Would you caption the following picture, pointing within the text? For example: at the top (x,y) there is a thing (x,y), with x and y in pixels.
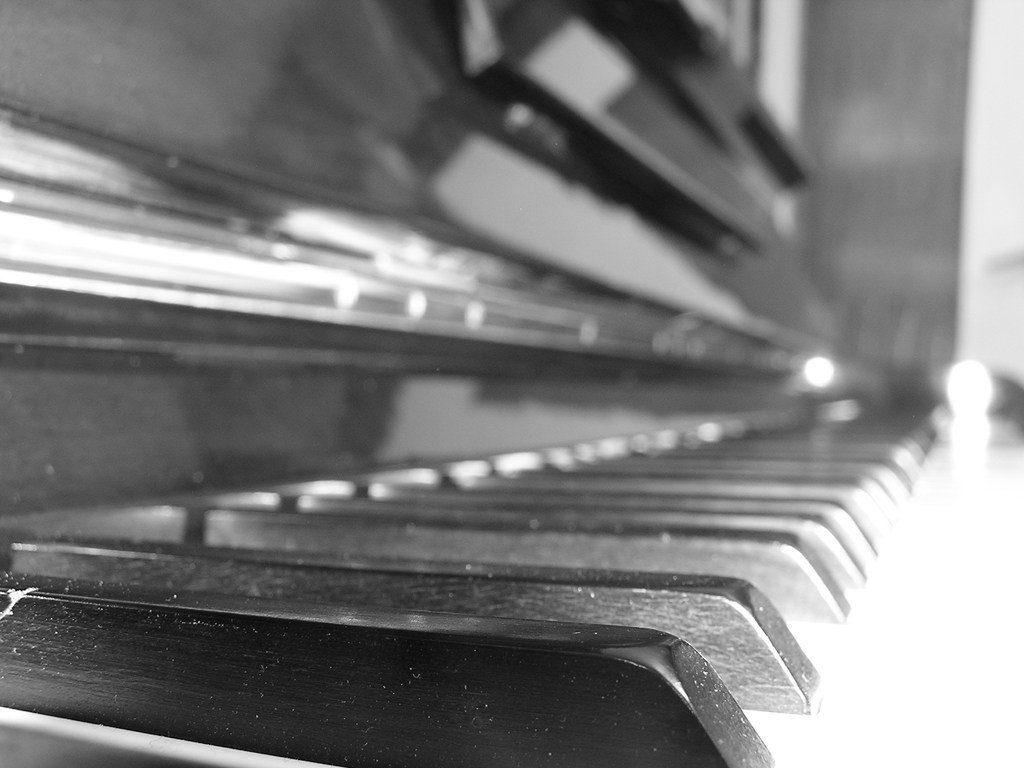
This is black and white image, in this image there is a piano (482,263).
